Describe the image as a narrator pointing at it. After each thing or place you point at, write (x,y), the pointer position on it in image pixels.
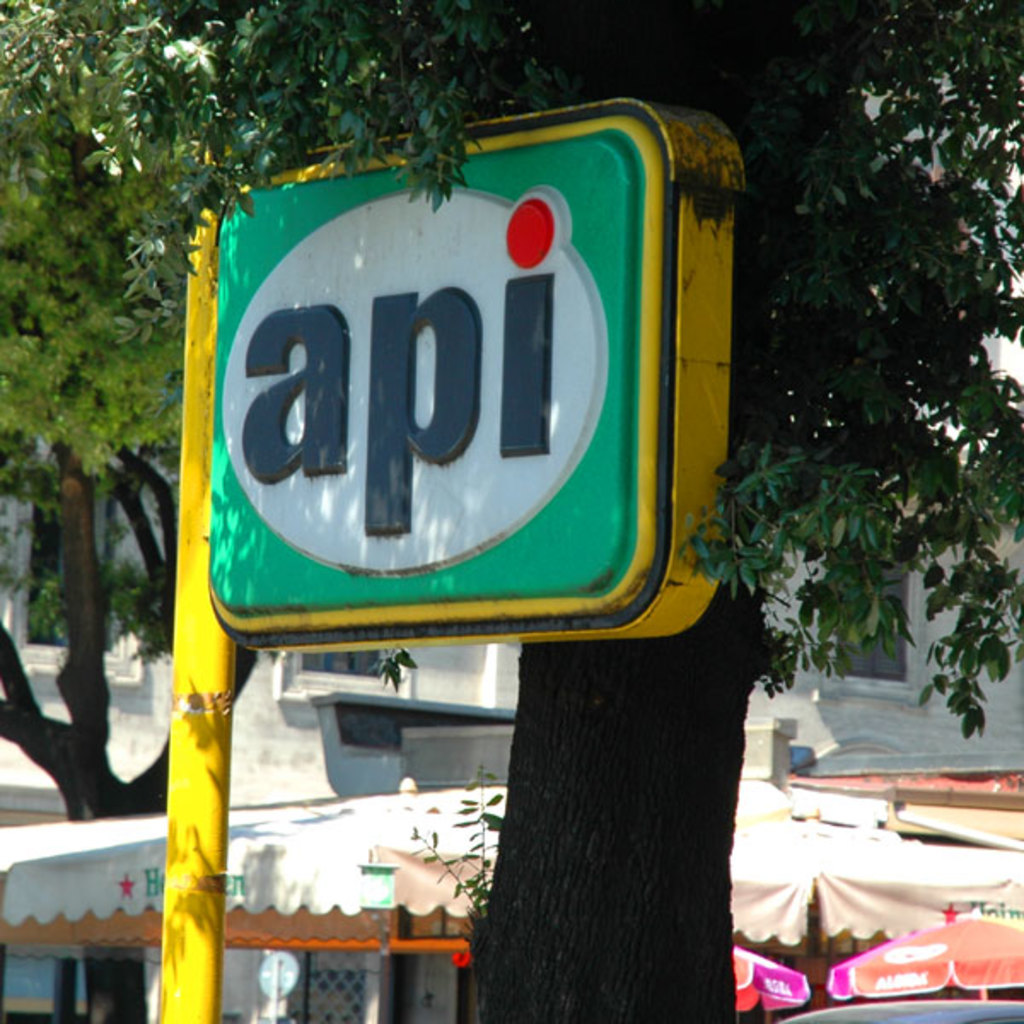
In this image I can see the colorful board (402,395) to the side of the tree (720,95). In the back (141,951) I can see the tents (44,919) and the building (405,733).
